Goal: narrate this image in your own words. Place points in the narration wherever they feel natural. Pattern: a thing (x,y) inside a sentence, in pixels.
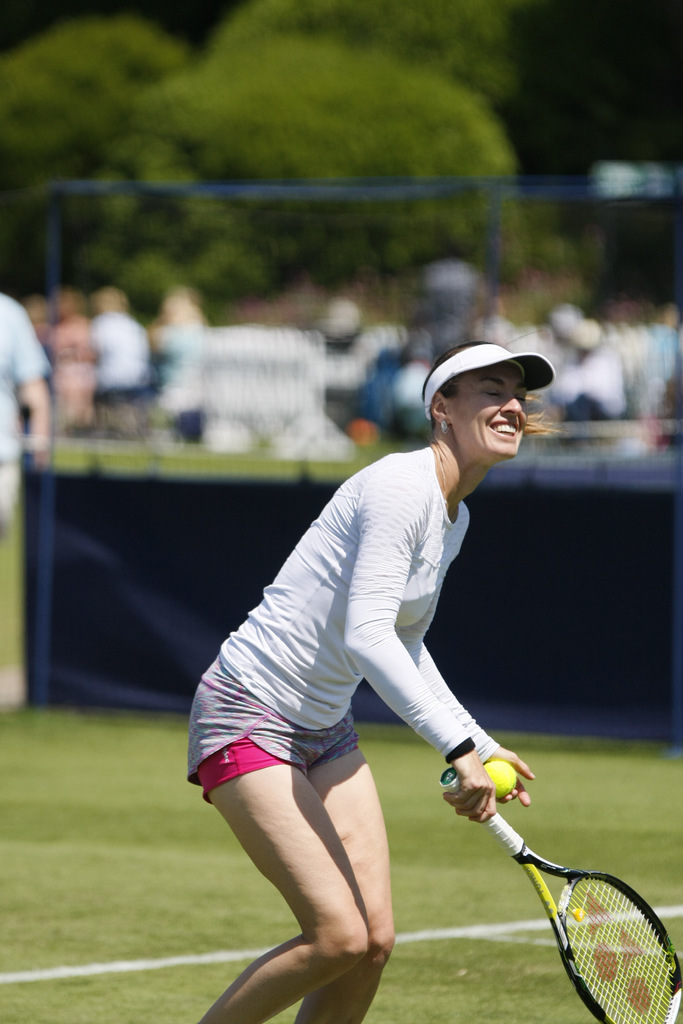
In this picture there is a woman (369,888) who smiling and standing, she is holding a tennis ball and tennis racket (636,1012) and in the backdrop (187,351) there is crowd (180,360), trees (312,116).
